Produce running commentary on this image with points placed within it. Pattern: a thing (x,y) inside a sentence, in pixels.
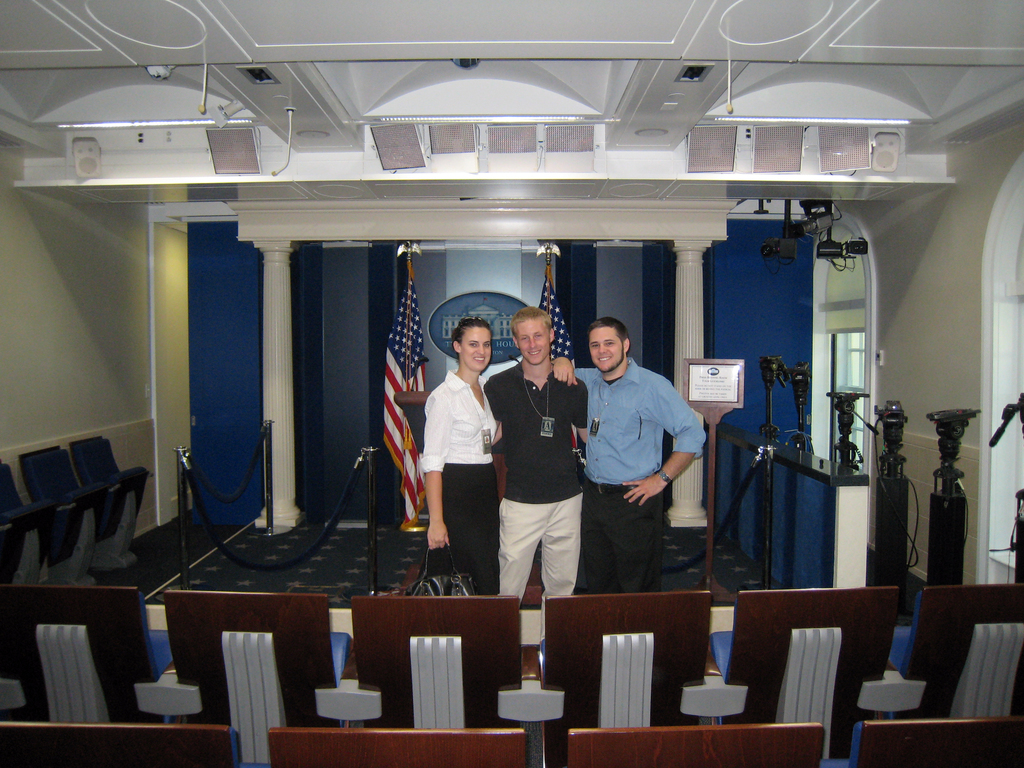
This picture is clicked inside the hall (812,662). In the foreground (761,667) we can see the chairs (128,594). In the center (414,502) we can see the cameras (1004,424), metal rods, group of persons (488,423) standing on the ground (378,562) and we can see a bag (462,587), cameras (850,250), pillars (699,301), flags (410,281) and the wall (778,323). At the top (567,21) we can see the roof (604,21) and the ceiling lights (549,140).
